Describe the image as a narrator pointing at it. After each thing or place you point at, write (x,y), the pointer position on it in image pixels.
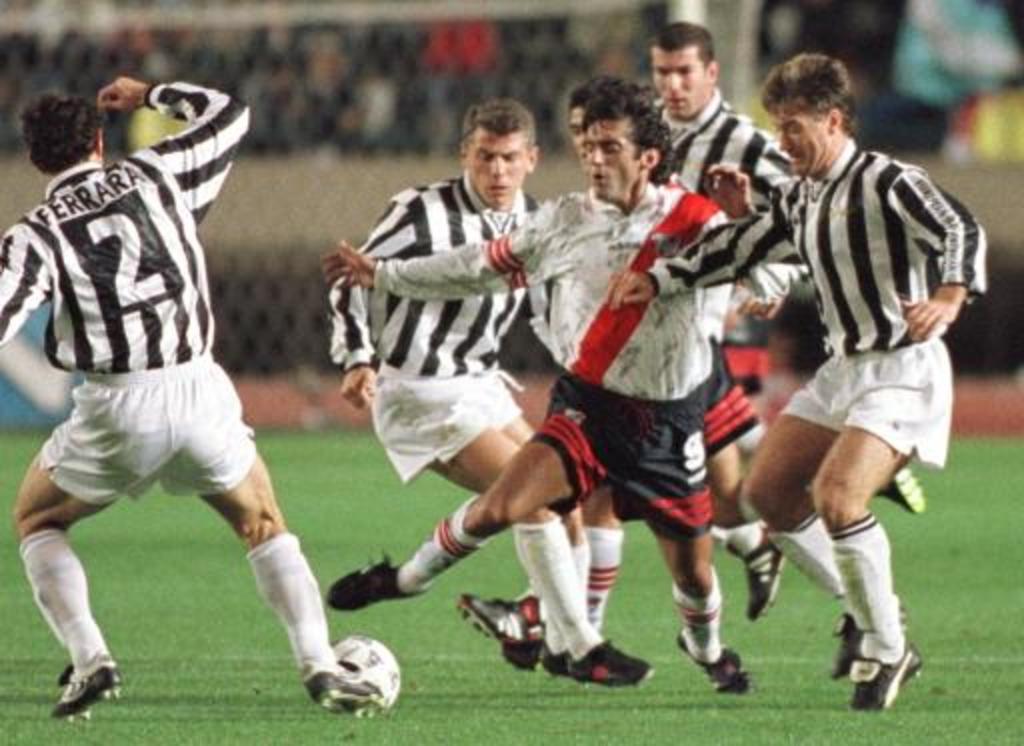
In this image i can see group of people (762,281) playing foot ball (385,662), at the ground (452,686) i can see the grass (452,686), at the background i can see the railing (521,69).
